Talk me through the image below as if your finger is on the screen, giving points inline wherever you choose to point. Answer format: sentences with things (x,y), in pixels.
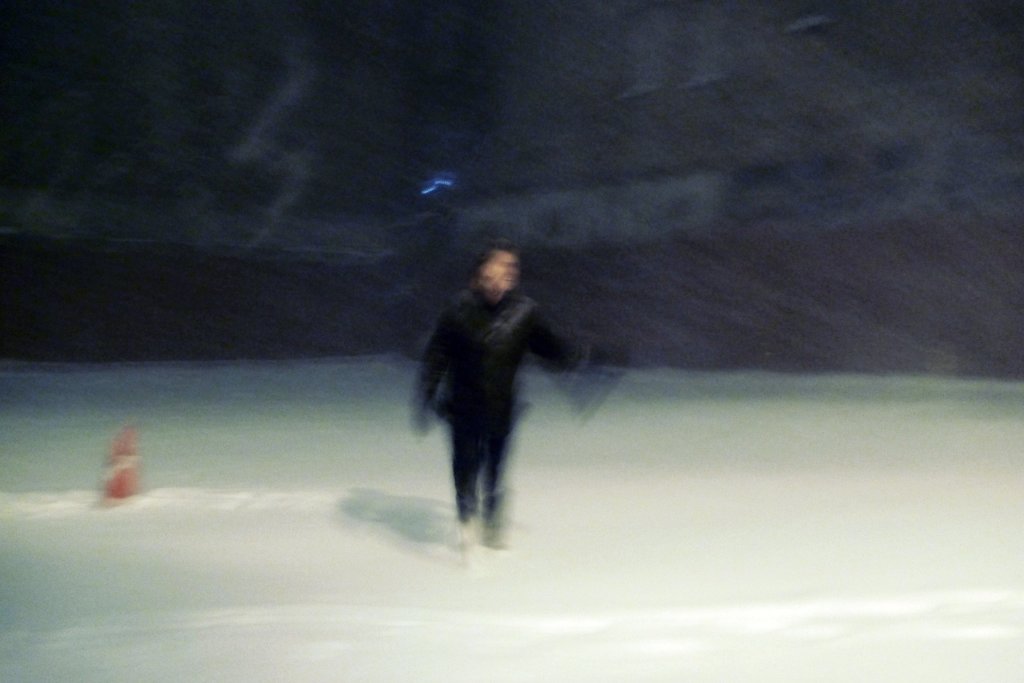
In this image we can see a man (543,354) is standing. There is a traffic cone (114,462) on the left side of the image (121,449). We can see snow (383,574) on the land (329,546). The background (330,129) is blurry.
